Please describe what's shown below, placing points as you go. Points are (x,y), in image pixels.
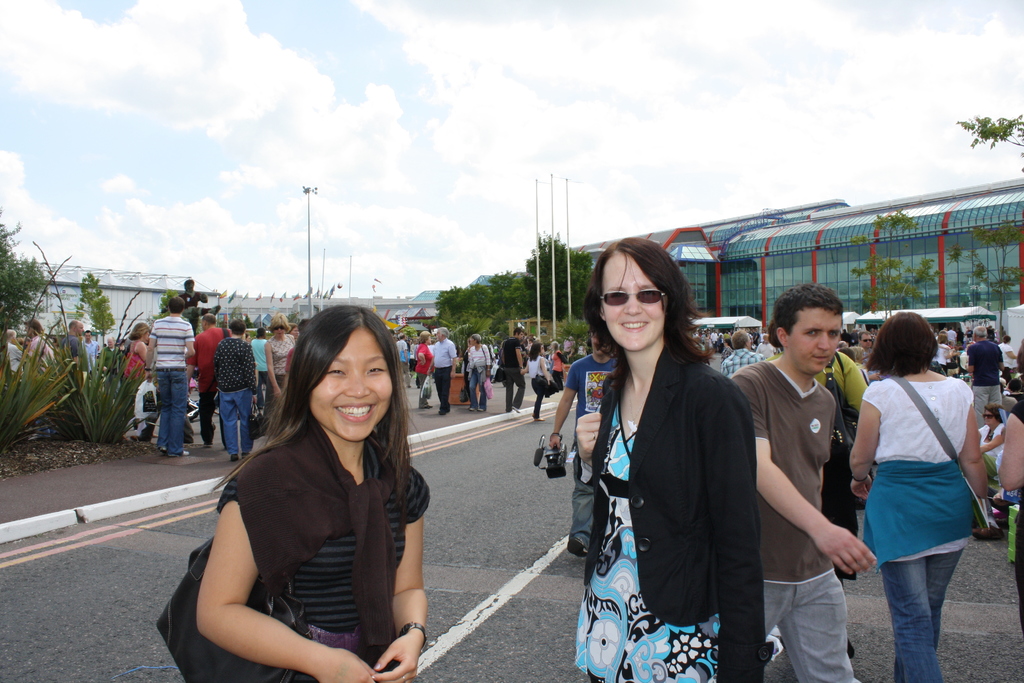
In this picture there are two girls (371,504) in the center of the image (360,409) and there are other people (803,305) on the right (762,409) and left side of the image (248,420), there are trees (456,343) and buildings (937,267) in the background area of the image (936,285).
